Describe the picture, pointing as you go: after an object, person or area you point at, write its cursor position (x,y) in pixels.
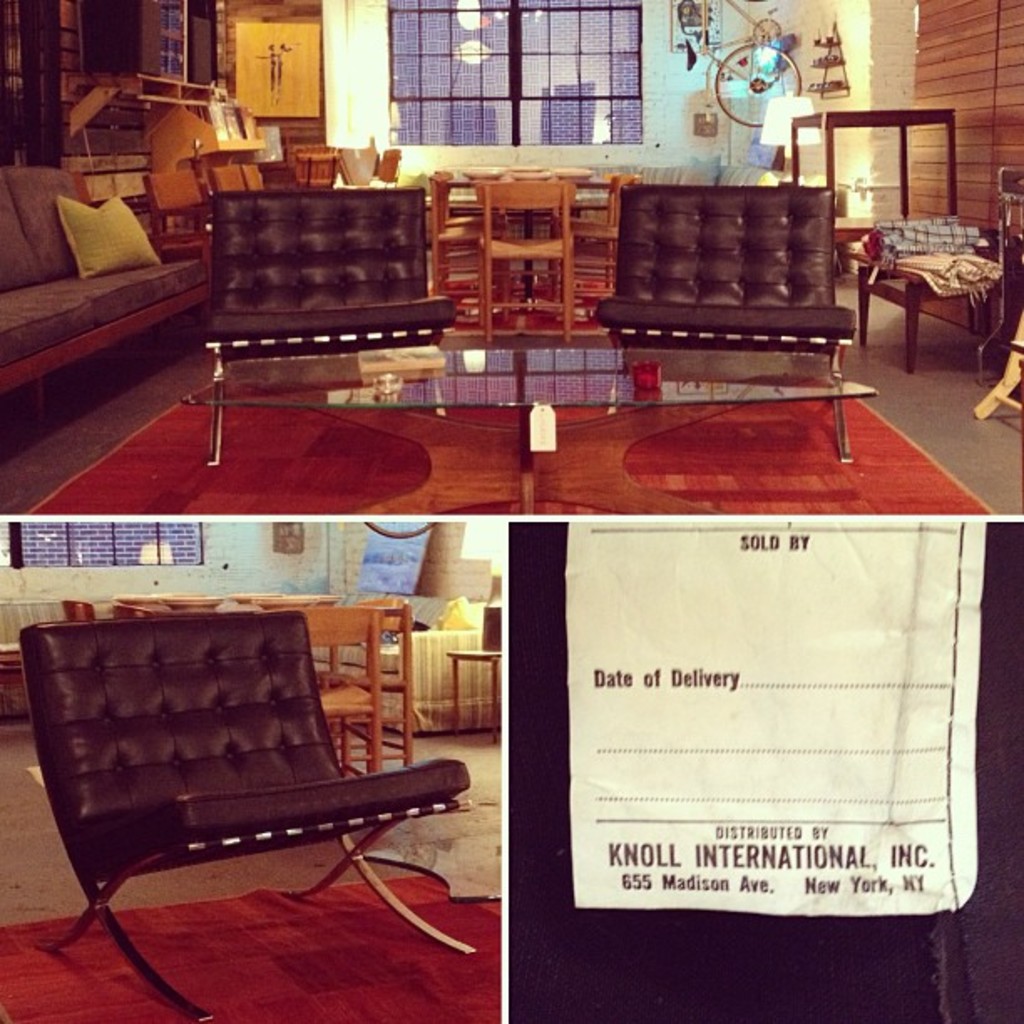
In this picture there are three photographs (640,539) are collaged. In the first picture there are sofas (676,281), chairs (370,268) and a window (526,107). In the second picture there is a sofa (284,662) and chairs (377,610). In the third picture there is a paper (707,611) and some text (731,851) printed on it.
